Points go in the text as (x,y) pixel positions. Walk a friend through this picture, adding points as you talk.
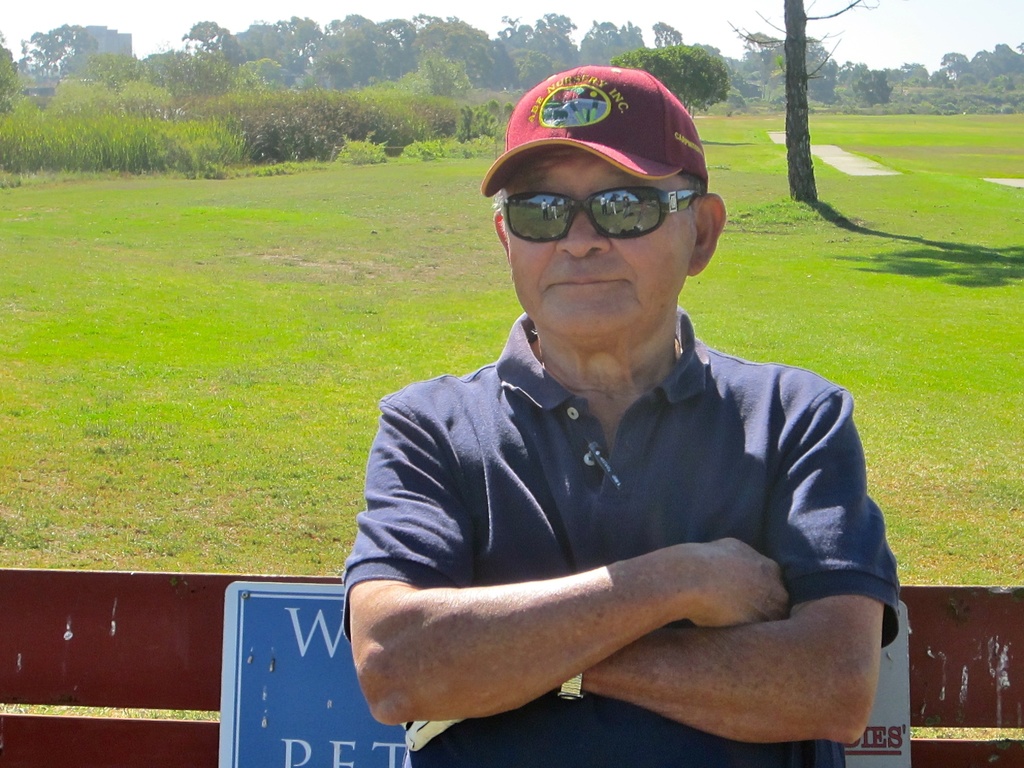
In the center of the image (537,383) there is a person (556,603) sitting on the bench (95,670). In the background (785,184) there is a grass (208,376), trees (456,69), plants (410,110) and sky (160,17).
